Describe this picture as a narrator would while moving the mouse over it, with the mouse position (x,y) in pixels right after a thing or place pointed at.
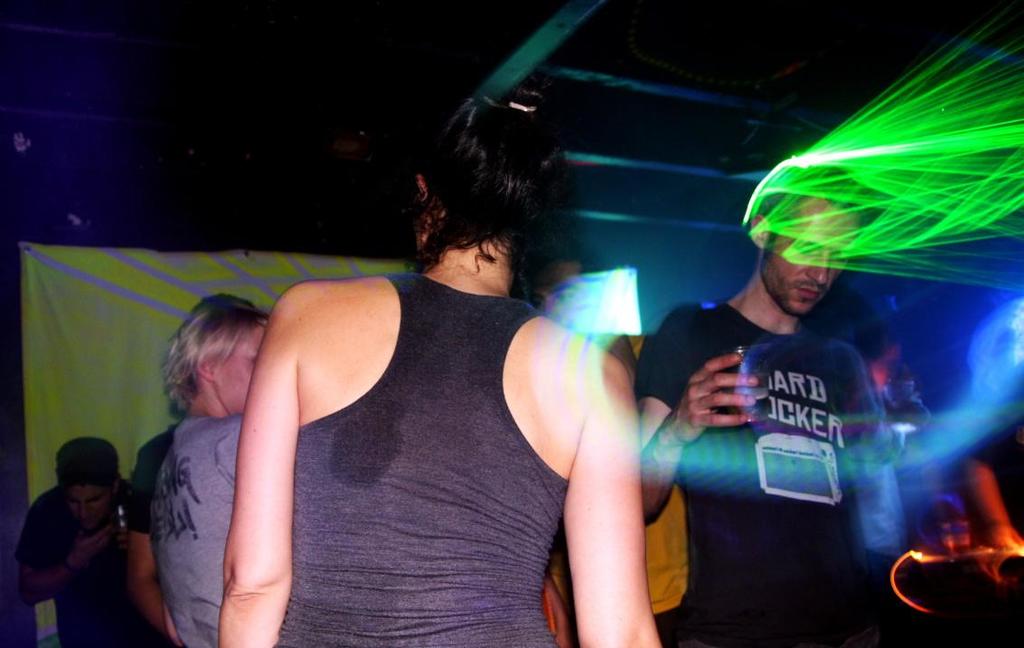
In the center of the image (614,425) there is a woman (230,604). At the right side of the image (715,393) there is a man (695,352) holding a glass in his hand (713,369). He is wearing a black color t-shirt (857,386). At the background of the image (42,503) there are persons (31,518).
